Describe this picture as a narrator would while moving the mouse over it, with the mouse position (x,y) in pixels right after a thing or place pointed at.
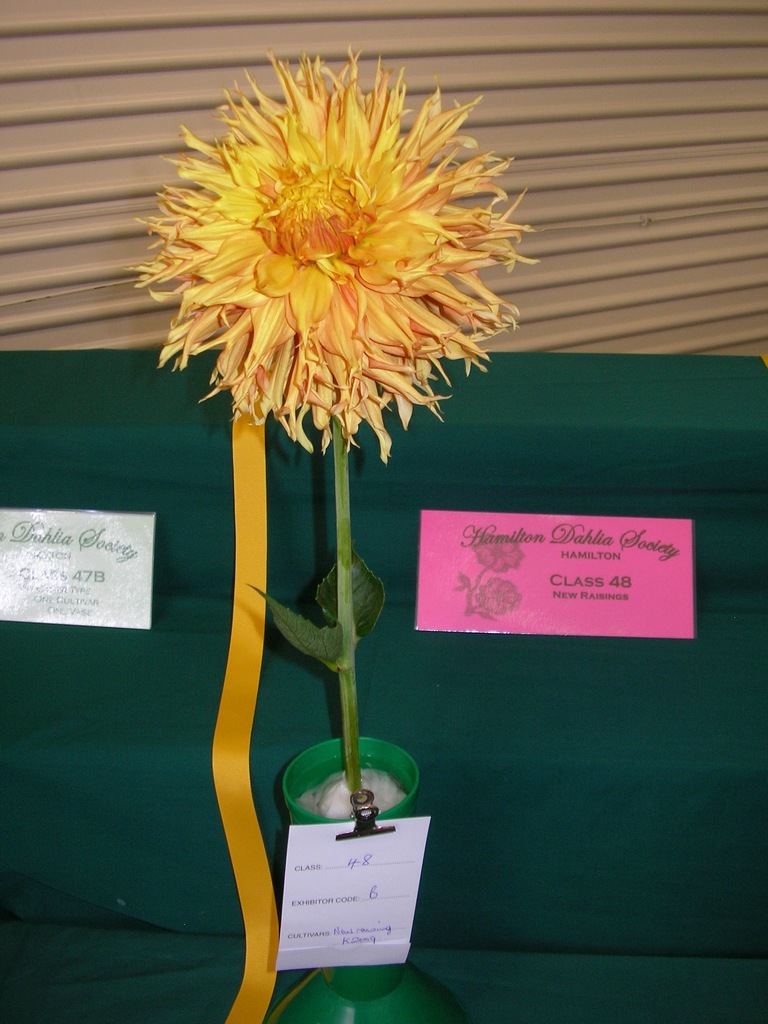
In this picture we can see a flower (331,293) in a vase (370,752), boards (556,620) and green cloth (421,663). In the background of the image (674,136) it looks like a shutter (645,103).
